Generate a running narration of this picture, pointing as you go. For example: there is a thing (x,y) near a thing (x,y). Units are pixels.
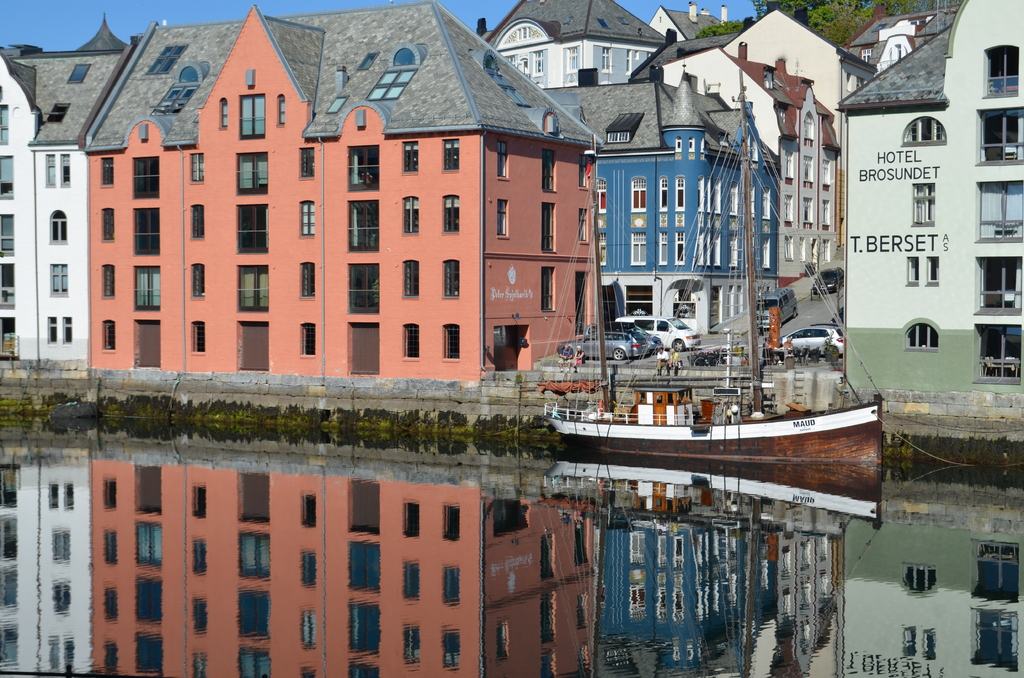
In this image we can see buildings (522,228) with windows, ship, plants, water (351,443) and we can also see the sky (331,0).
